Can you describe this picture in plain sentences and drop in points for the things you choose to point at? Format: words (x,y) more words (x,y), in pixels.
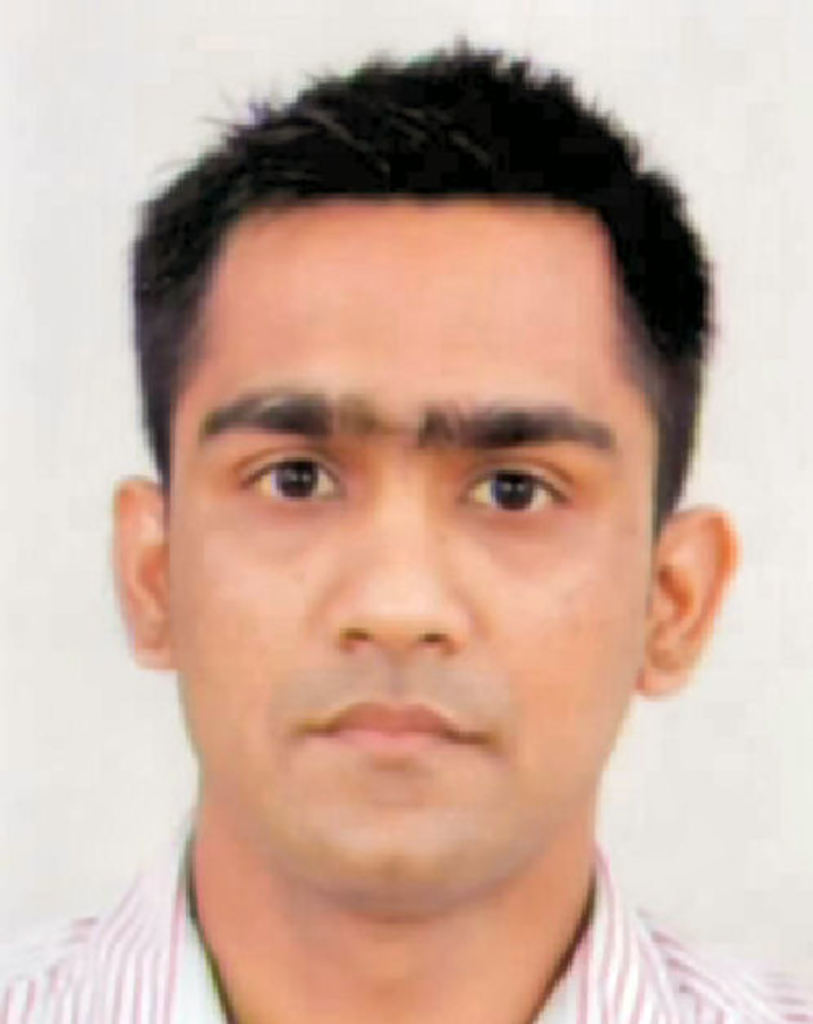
In this image, we can see a photo (294,503) of a person (405,558).
